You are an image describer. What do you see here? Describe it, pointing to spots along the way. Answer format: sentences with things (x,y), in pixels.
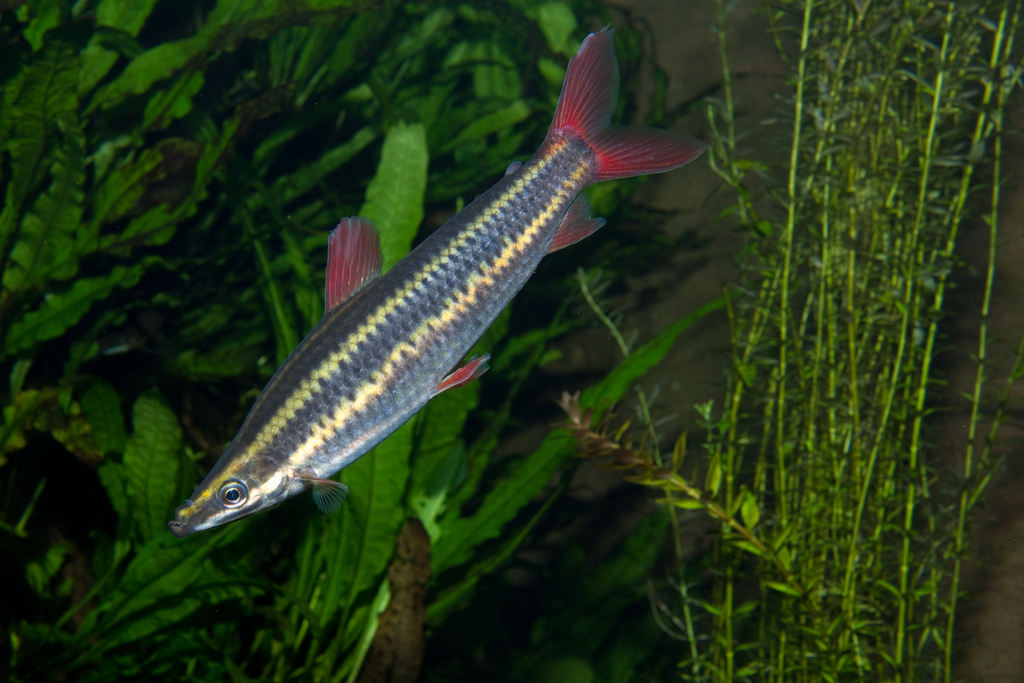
In this picture we can see a fish (370,310) and plants (181,81).
